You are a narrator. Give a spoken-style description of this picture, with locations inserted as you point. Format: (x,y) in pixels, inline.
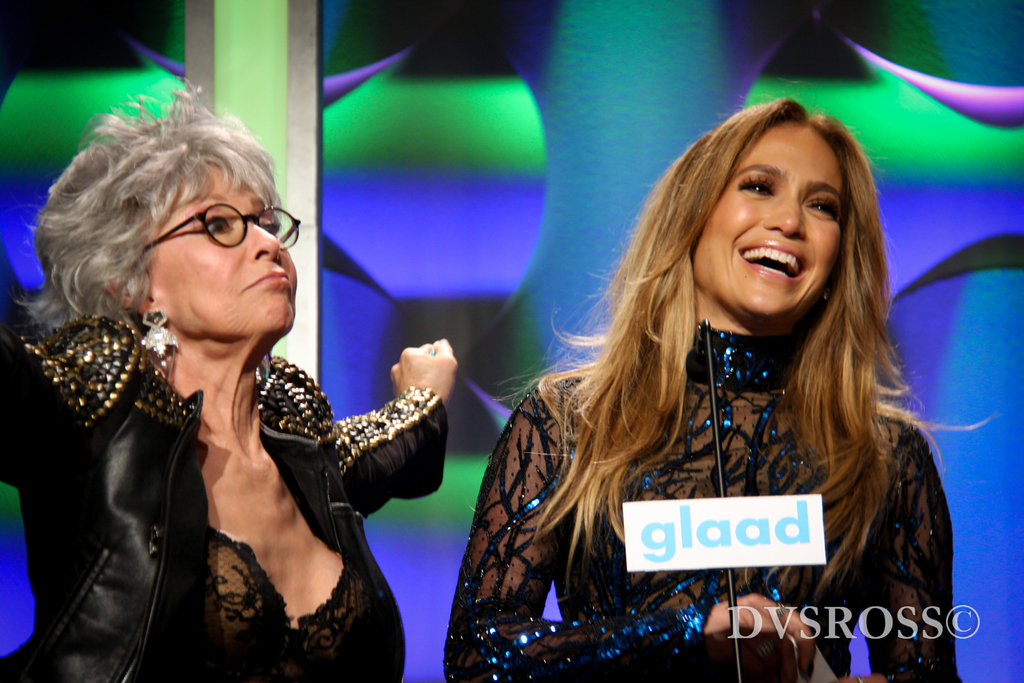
In this picture I can see couple of women (523,475) standing and I can see a woman (775,322) with a smile (783,270) on her face (805,277) and I can see a microphone (716,421) and text (834,614) at the bottom right corner of the picture (745,624) and I can see colorful background (518,107).
